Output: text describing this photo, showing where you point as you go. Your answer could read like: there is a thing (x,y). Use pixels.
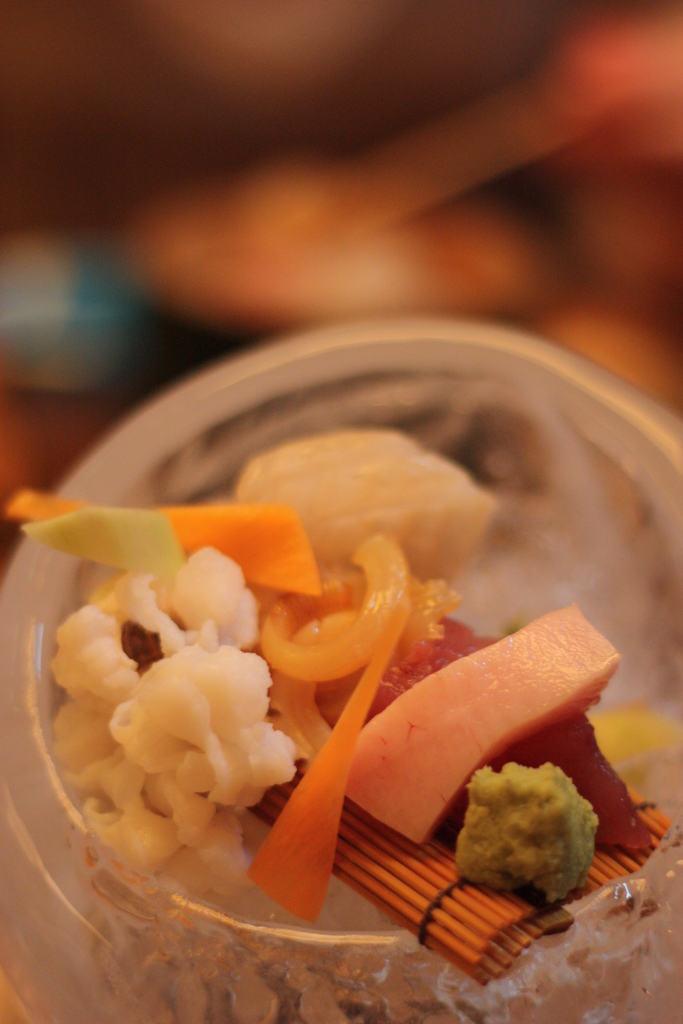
In this image we can see some food item (395,673) inside a bowl (333,336) with blur background (625,4).
